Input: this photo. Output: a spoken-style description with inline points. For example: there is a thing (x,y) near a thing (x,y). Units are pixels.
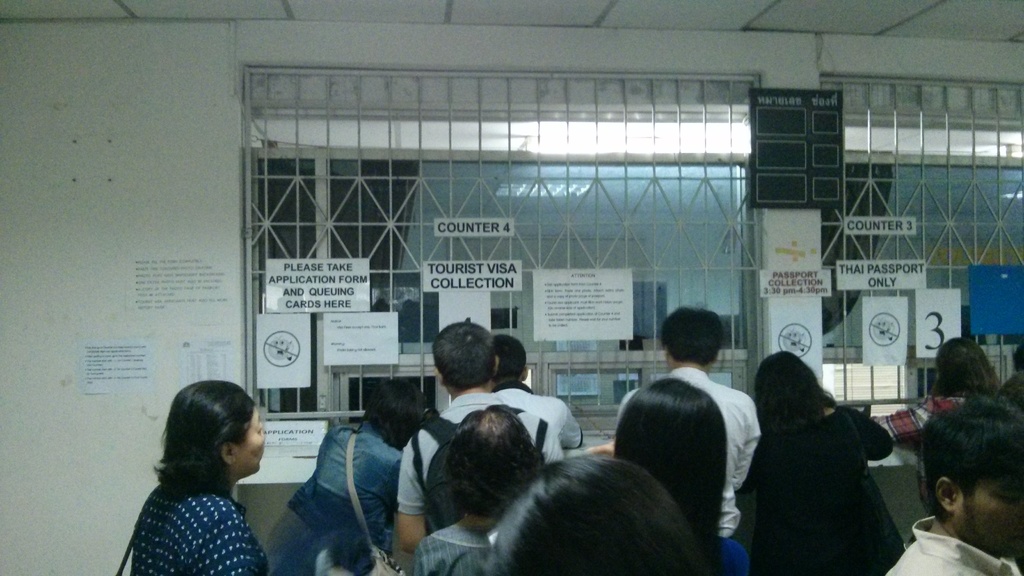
In this picture there are group of people (568,471) standing. At the back (943,319) there are boards (305,433) on the wall (32,362) and on the railing (745,263) and there is text (299,262) on the boards (1006,293) and there are lights (1021,195) at the top (562,190).
